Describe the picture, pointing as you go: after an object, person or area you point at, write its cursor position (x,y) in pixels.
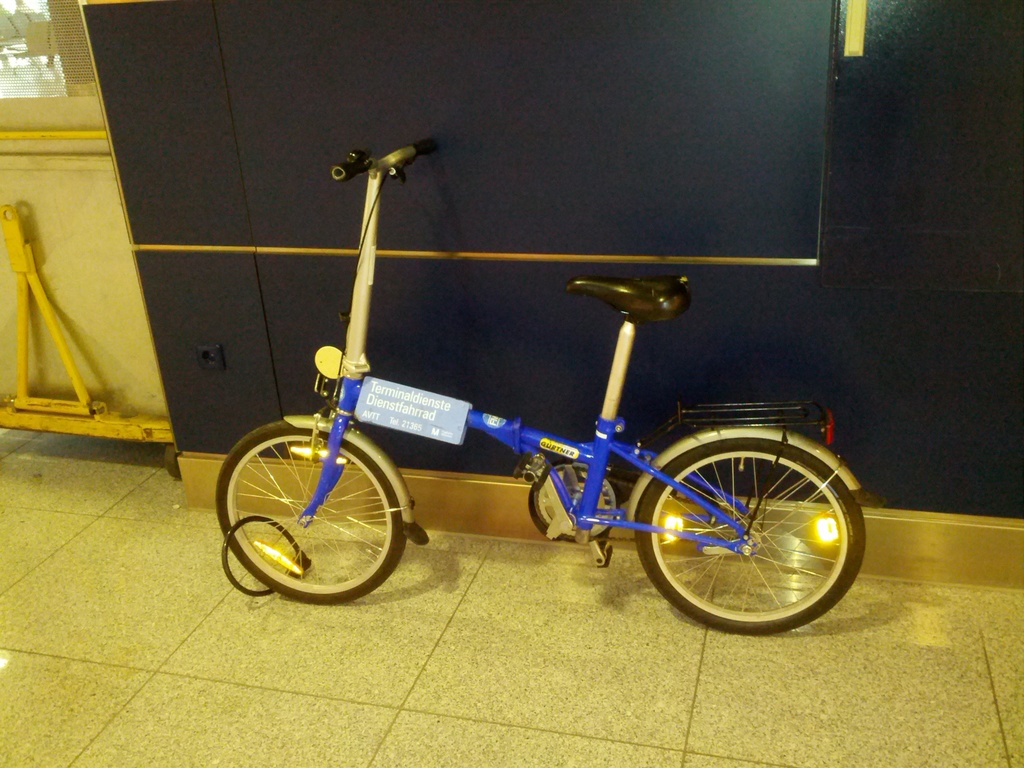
In this picture we can see a bicycle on the floor (553,683) and in the background (838,192) we can see a wall (758,280) and some objects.
